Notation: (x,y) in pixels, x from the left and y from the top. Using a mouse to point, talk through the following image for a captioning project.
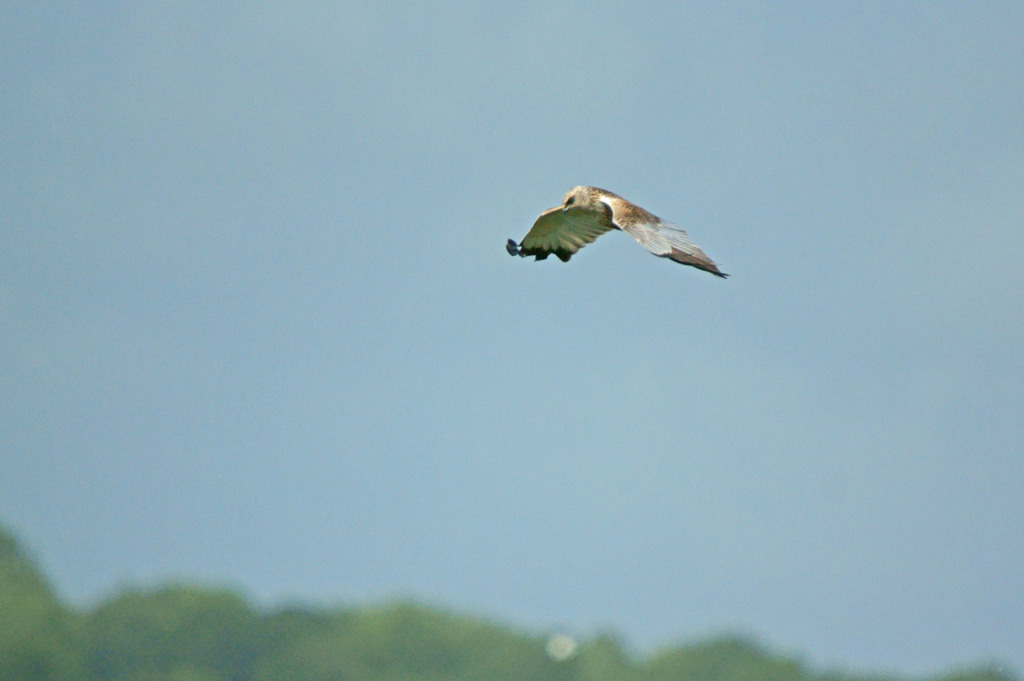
In this image, I can see a bird (721,277) flying in the air (556,307). At the bottom of the image (256,623), there are trees (357,623). In the background (706,386), I can see the sky (786,332).
